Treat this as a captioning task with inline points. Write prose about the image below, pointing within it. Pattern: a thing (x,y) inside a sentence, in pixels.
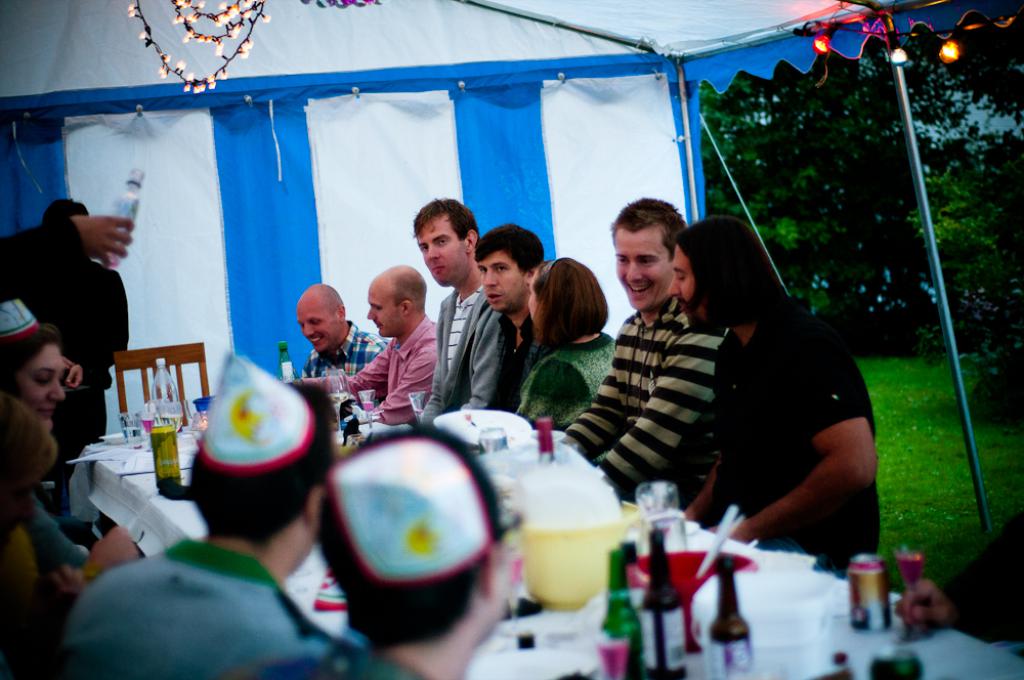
In this picture there are group of people (424,459) sitting under the tent (529,133) and there are bottles (168,399) and glasses (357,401) and bowls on the table (772,669) and the table (805,653) is covered with white color cloth (133,513). At the back (72,403) there is a person (109,277) standing and there is a chair (164,357). At the top (170,17) there are lights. On the right side of the image (1012,82) there are trees (823,253). At the top (983,124) it looks like sky (997,128). At the bottom (948,537) there is grass (921,545).
